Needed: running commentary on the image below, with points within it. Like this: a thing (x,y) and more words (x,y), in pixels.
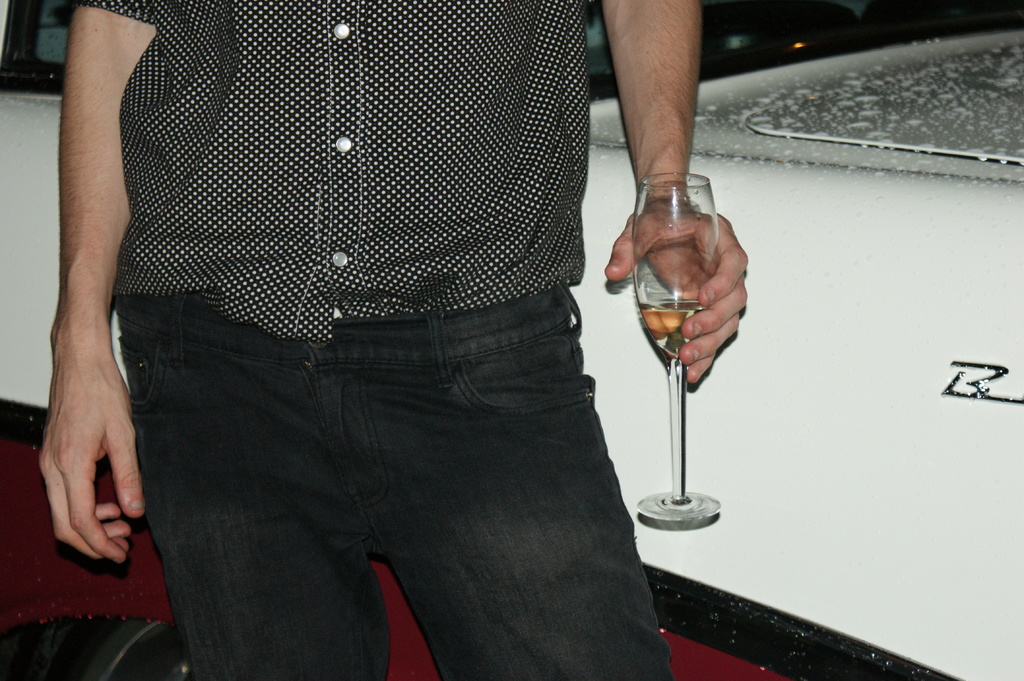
There is a man (435,38) holding glass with wine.
